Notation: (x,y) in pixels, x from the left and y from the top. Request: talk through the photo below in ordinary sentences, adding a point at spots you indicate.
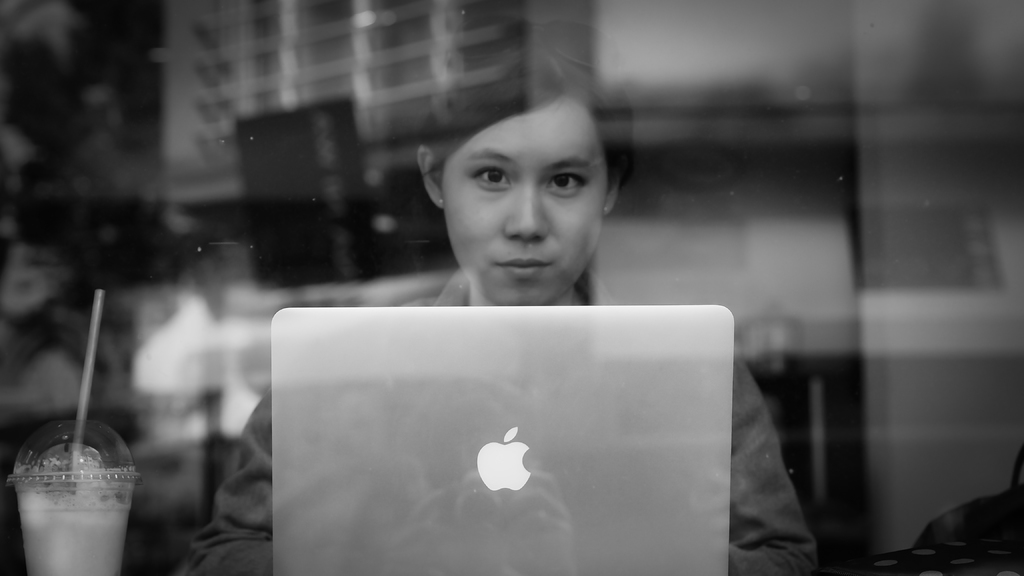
In the middle of the image (484,211) we can see a woman (447,219), in front of her we can find a laptop (349,425) and a cup (128,481) with drink (68,498) in it, and it is a black and white photography.
